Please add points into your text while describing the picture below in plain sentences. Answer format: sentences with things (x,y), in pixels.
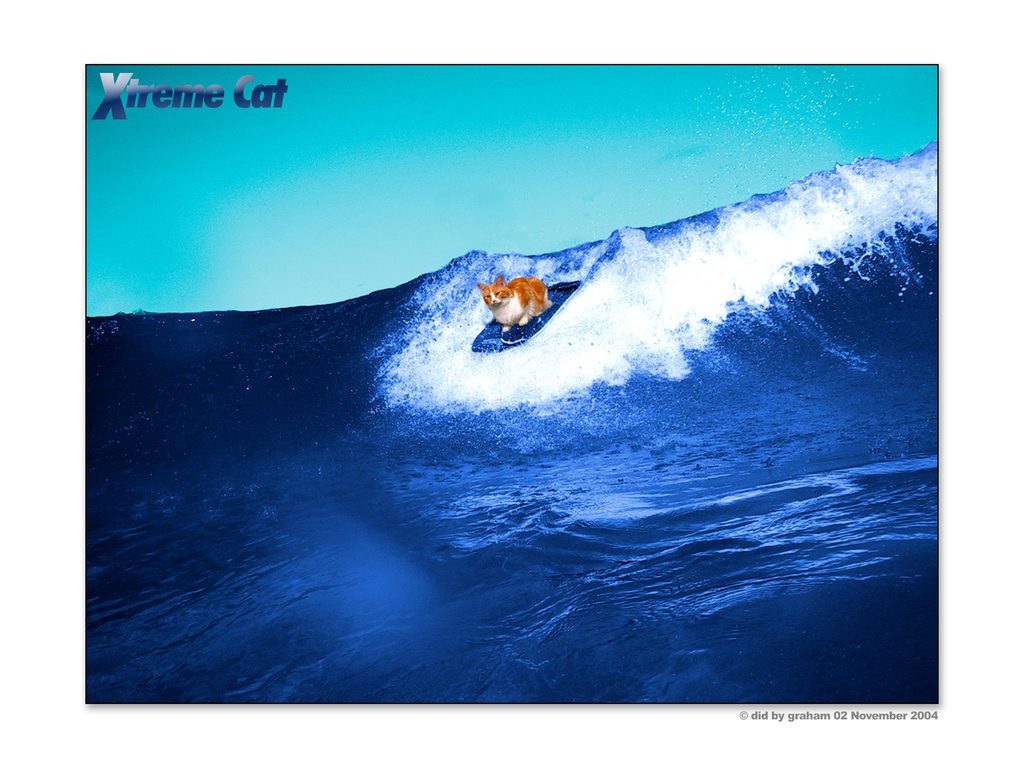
In this image there is a cat (510,290) which is surfing in the water (499,412) by sitting on the surf board (491,341).
